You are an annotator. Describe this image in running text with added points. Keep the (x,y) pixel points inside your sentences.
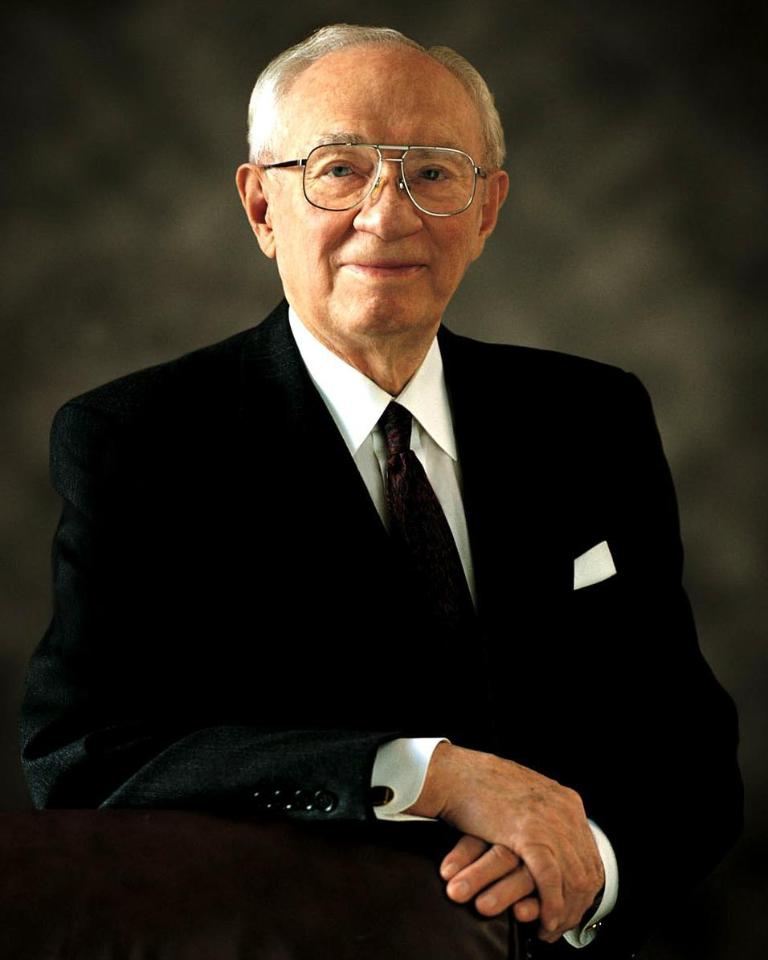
In this image there is a picture of a old man (427,472) who is wearing the black suit (337,646) and black tie (422,532).
